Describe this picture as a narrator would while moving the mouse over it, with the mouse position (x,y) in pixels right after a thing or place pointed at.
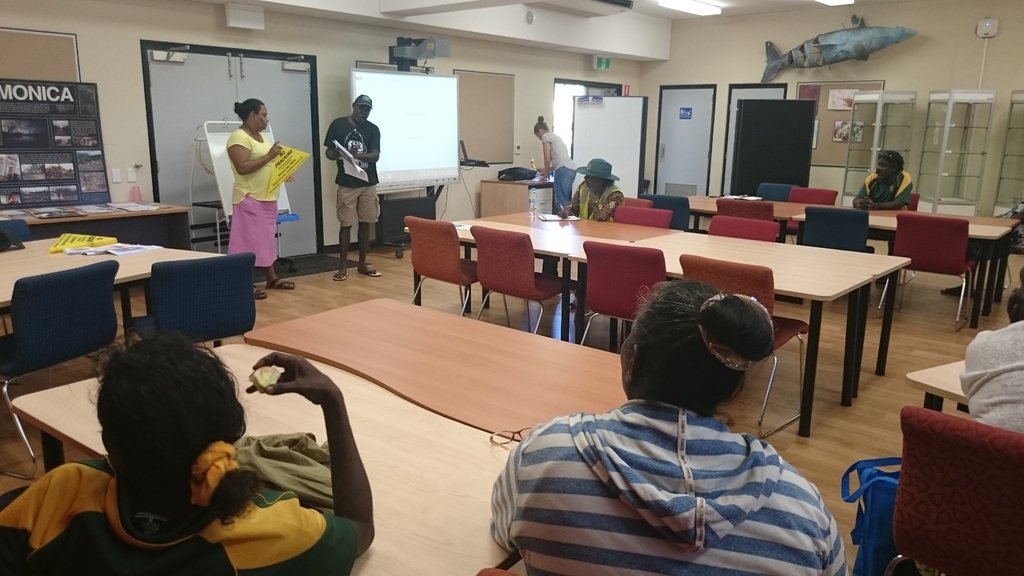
The image looks like a room (364,511) in which there are tables (766,243) and chairs (449,232) around it. At the background (294,66) there is wall (119,85), door (194,94) and the projector (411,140) there are two persons (257,235) in the middle of the room (331,261) who are holding the paper (343,164) in hand (356,151) and explaining. At the bottom (422,500) there is a table (458,527) and two women (498,507) around it. At the top (693,7) there are lights (704,14).
